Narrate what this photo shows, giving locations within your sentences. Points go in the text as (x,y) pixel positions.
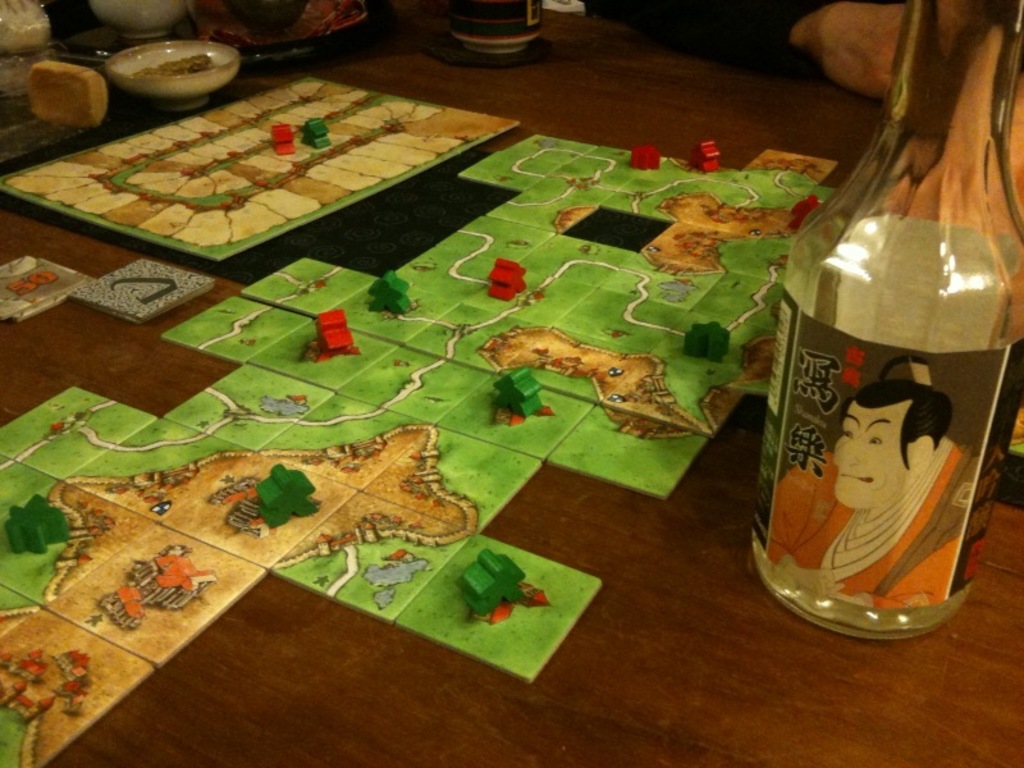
In the image we can see there is a puzzle chart (535,329) and there is a bottle (945,330) on the table (687,479).
